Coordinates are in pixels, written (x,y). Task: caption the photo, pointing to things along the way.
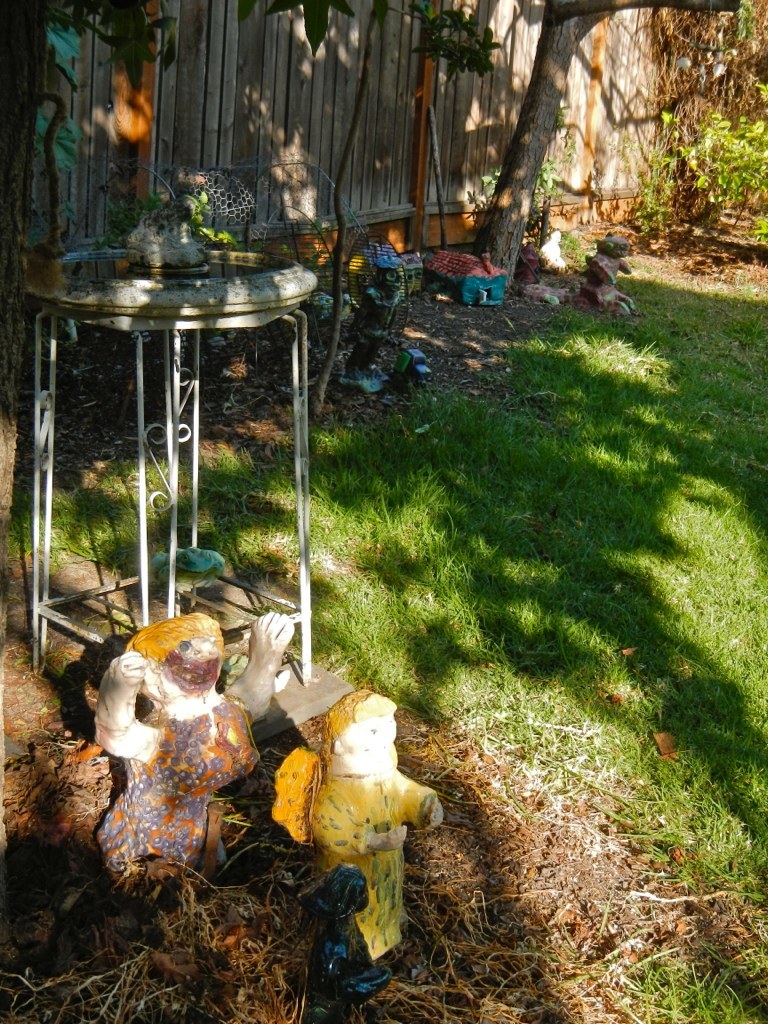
In the foreground (328,717) I can see statues (171,734), grass (509,724) and a table (196,409). In the background (563,54) I can see a wooden wall (444,117) and trees (524,165). This image is taken in a park (565,492).
